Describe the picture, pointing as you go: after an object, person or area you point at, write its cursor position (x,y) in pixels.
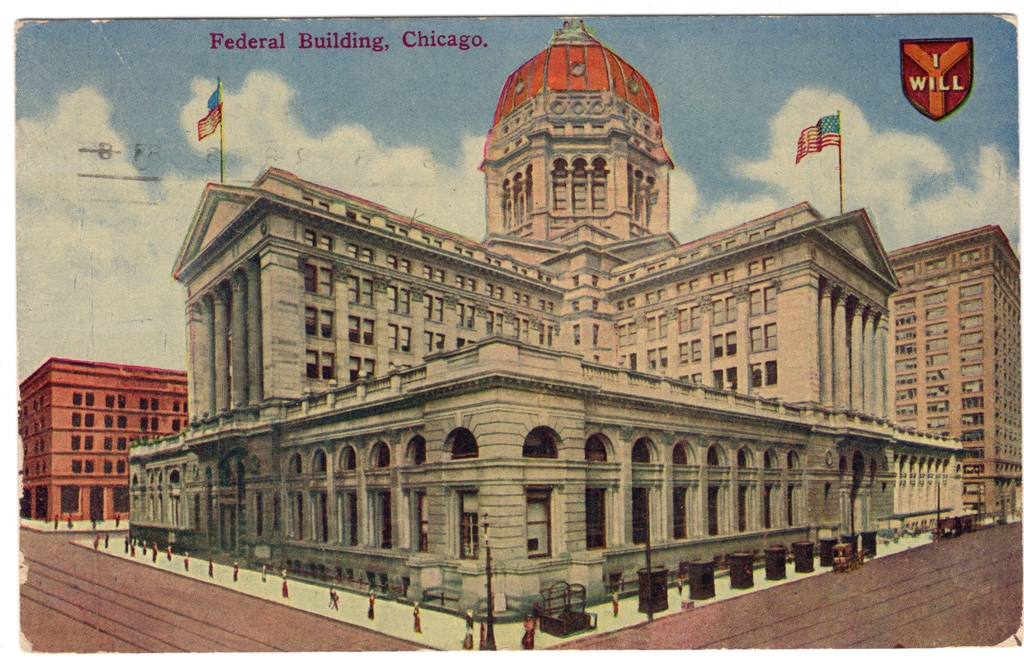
This is a depiction image of a federal building (302,361) in Chicago. Where we can see building (627,372), flags (819,132) on top of it, persons (417,628) walking on the side path (517,649), few boxes (696,580) on the side path (895,544) and the road (885,612). In the background (90,451), there is another building (83,453) and persons (54,525) walking on the side path (91,524). On the top (118,63), there is the sky (121,71) and the cloud (81,134).
